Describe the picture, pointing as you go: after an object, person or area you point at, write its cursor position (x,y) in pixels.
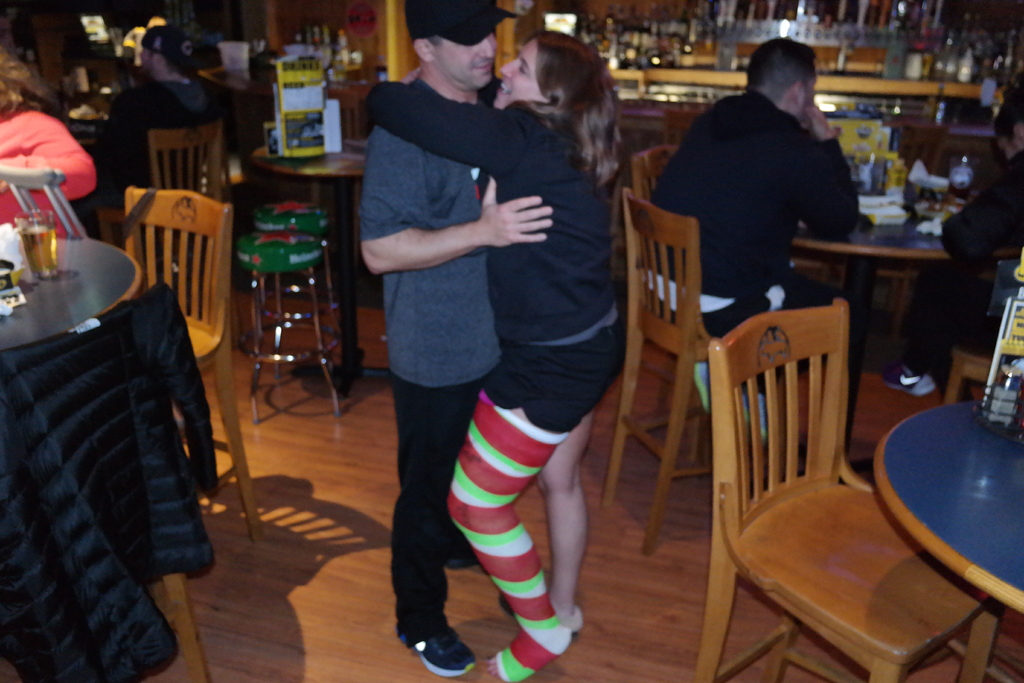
Here is the women (530,196) and men (424,351) standing. I can see some chairs (789,473). These are the two stools (283,252). This is a table (897,230) with some things (896,197) on it. I can see few people (756,162) sitting on the chairs (182,133). This is the jacket (100,414) on the chair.
